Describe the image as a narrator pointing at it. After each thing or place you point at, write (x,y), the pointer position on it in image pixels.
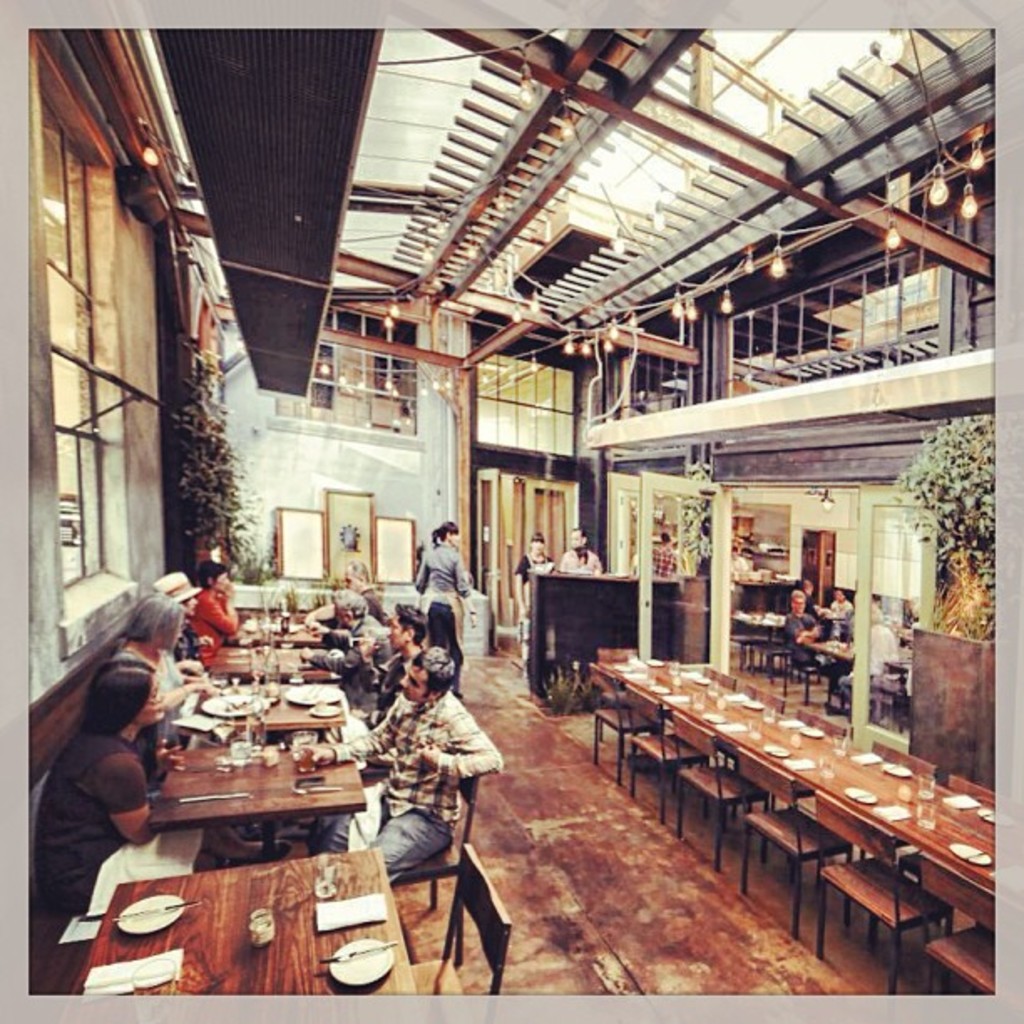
There are many people (392,733) sitting in the chairs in front of their respective tables (263,788) and eating food (245,707) on the table (345,782). There are some people (444,557) standing here. There are some empty chairs (720,768) and tables (747,745) here. We can observe some plants (962,461), lighting (573,332), windows (102,449) here. In the background (327,547) there are photo frames (384,561) placed on the wall (339,455) here.
